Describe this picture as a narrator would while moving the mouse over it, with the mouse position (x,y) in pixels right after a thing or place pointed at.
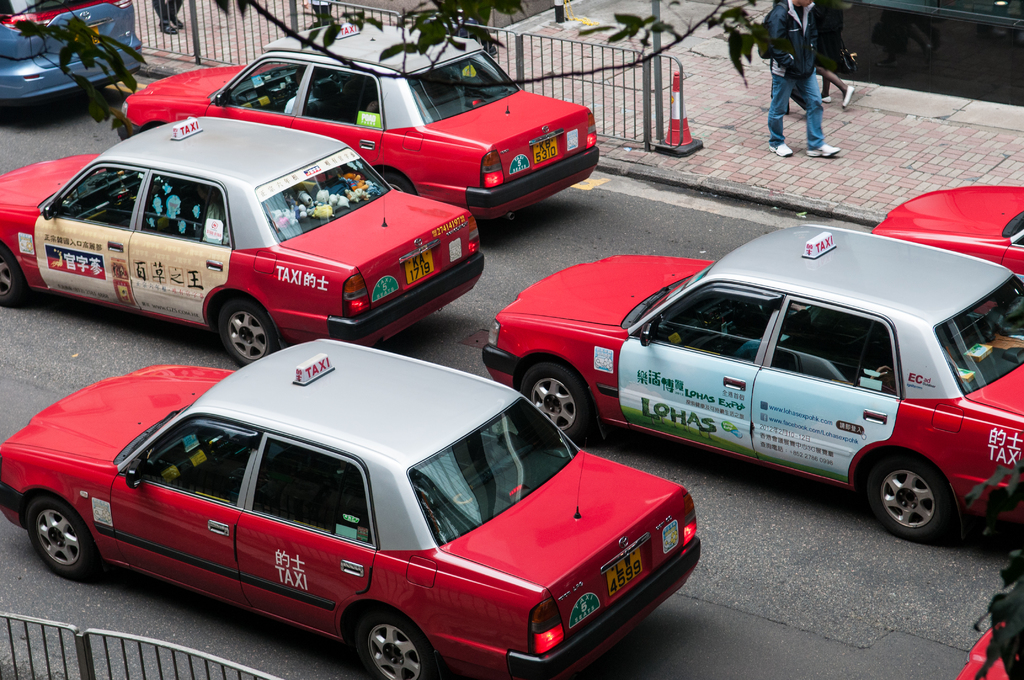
In this image we can see there are few cars (441,426) on the road (606,441). On the left (150,639) and right side of the road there is a railing (554,55) and few persons (811,82) are walking on the pavement (866,126). At the top of the image (440,8) we can see the leaves (431,26) of a tree (443,24).
